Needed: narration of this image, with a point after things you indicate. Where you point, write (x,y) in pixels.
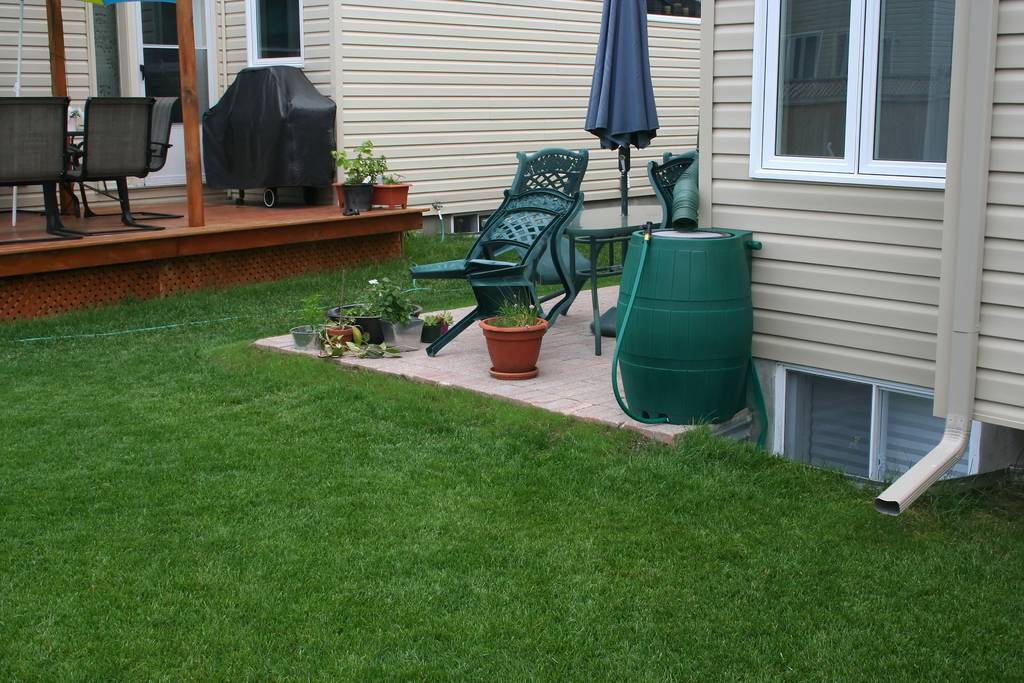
In this image I can see the grass (373,430) and the building (571,86). There are some flower pots (511,348), drum (643,317), chairs (492,258) and the table (592,221).
